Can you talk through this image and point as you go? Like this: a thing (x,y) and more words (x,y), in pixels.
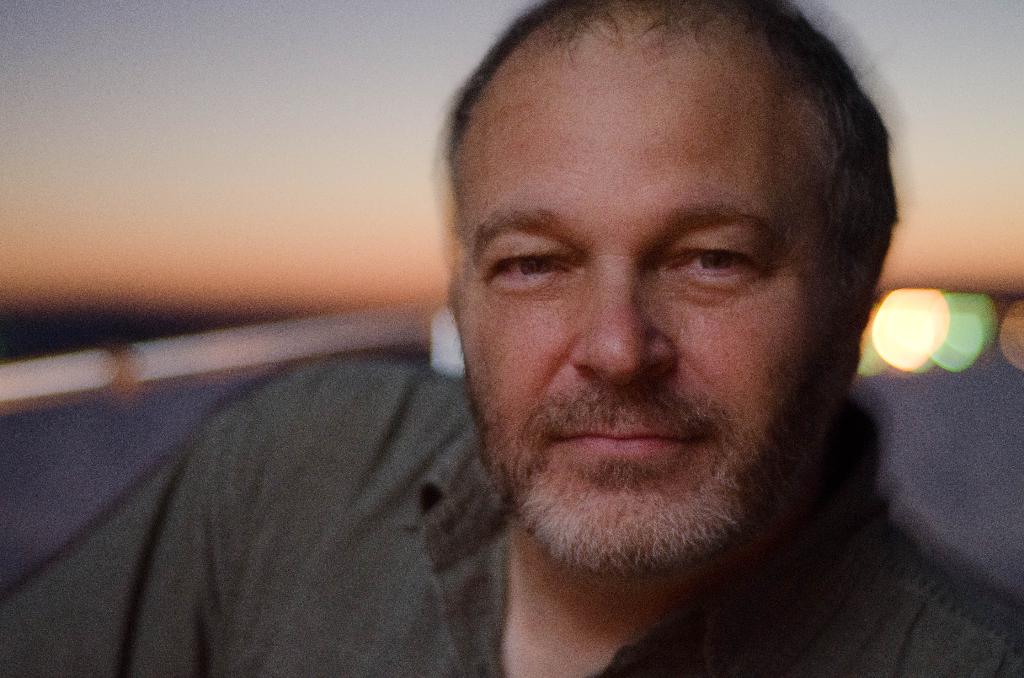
In the center of the image (598,318) we can see a person (626,523). In the background (213,81), we can see the sky (198,80) and lights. And we can see the background is blurred.
